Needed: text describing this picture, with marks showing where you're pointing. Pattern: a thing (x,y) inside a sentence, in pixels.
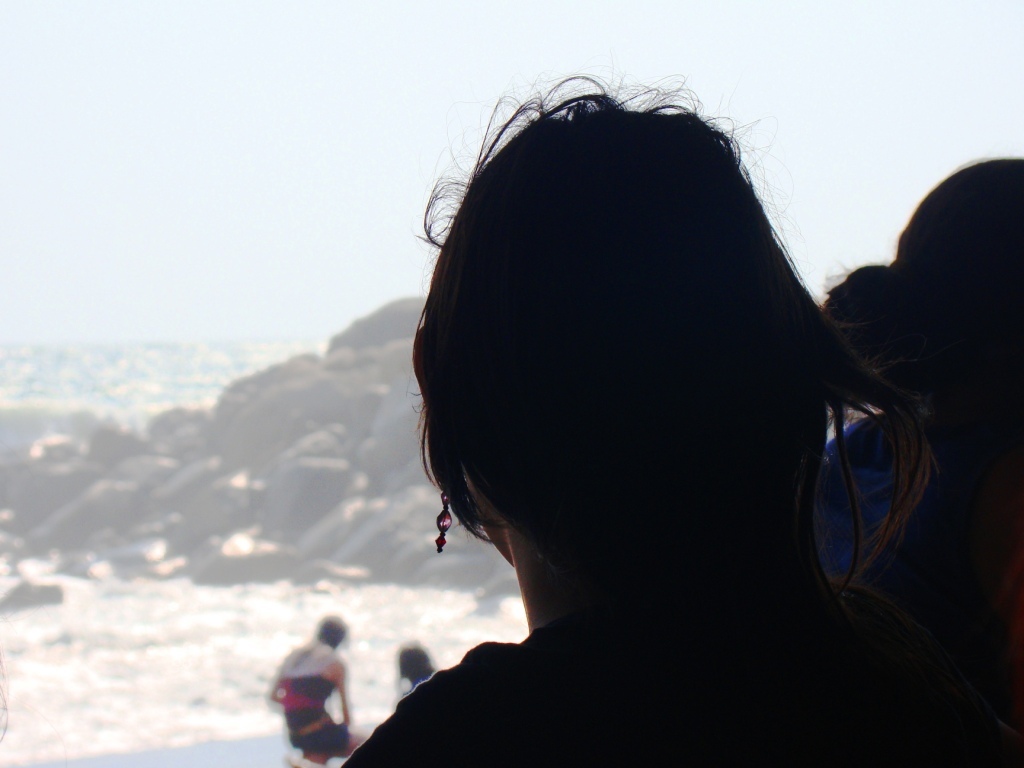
In this image, we can see a person (650,489). There is a rock (239,448) in the middle of the image (363,502). There is an another person (343,674) at the bottom of the image (331,720). In the background of the image (883,121), there is a sky (298,82).
